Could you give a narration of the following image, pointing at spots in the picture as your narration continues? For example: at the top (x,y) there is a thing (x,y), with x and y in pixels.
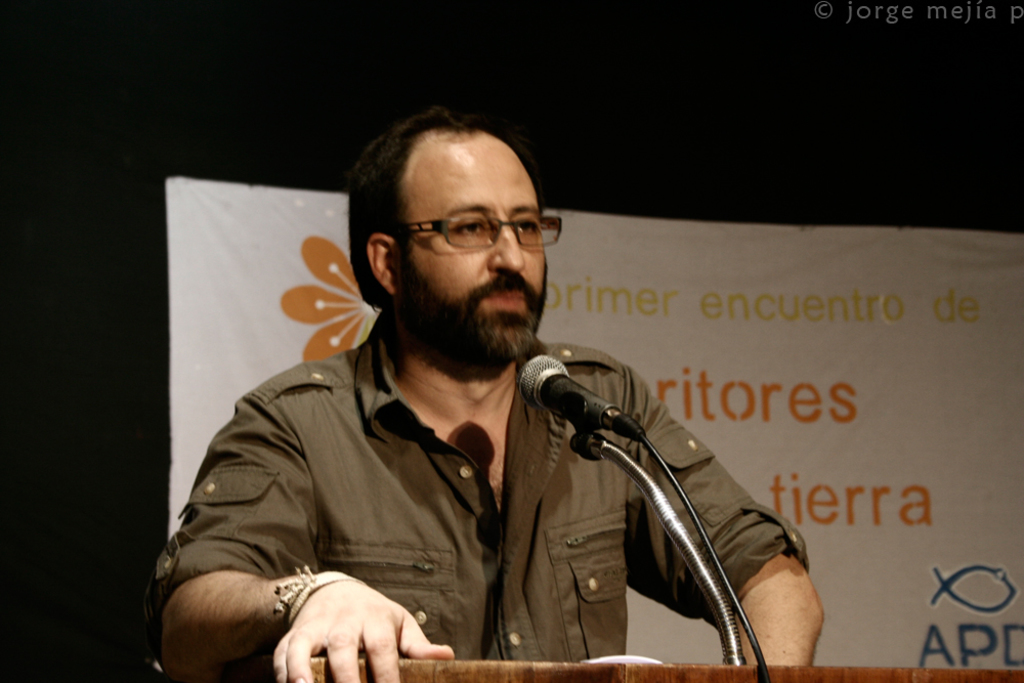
In this image I can see a person (490,418) wearing brown colored shirt (428,471) is standing in front of the podium (590,681) and I can see a microphone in front of him. I can see the white colored banner (825,384) and the black colored background (84,414).
